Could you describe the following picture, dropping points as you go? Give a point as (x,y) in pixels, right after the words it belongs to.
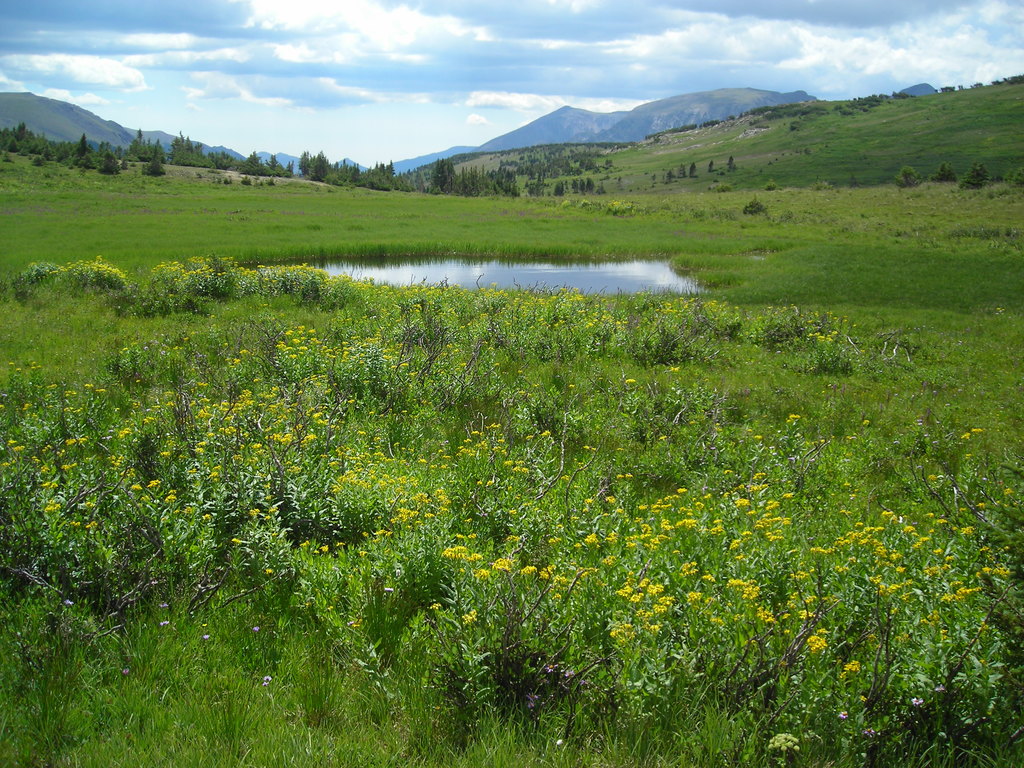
In this image in the foreground (462,522) there are many flower plants (654,448). Here there is a water body (492,270). In the background (468,193) there are hills (342,162), trees (519,173). The sky (468,67) is cloudy.
